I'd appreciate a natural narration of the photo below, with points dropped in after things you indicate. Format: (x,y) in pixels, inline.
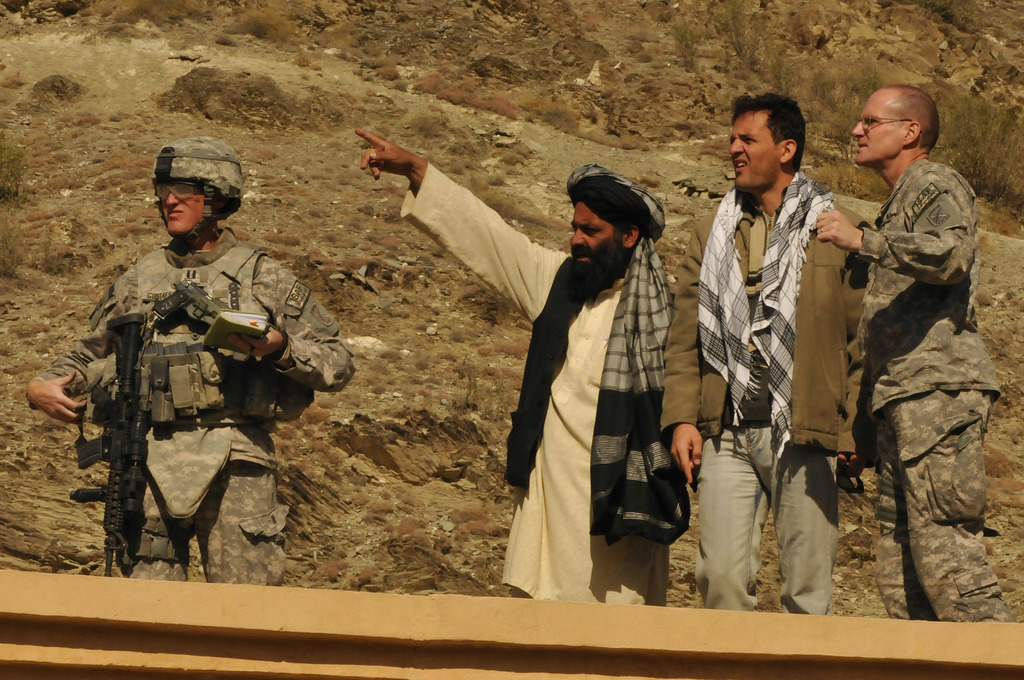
In the image I can see people (585,310) are standing among them some are wearing uniforms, some are wearing other type of clothes (571,333). The person (217,415) on the left side (109,381) is carrying guns (126,392) and wearing a helmet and holding some object (228,319) in hands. In the background (245,121) I can see the grass (843,97) and some other objects (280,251).
